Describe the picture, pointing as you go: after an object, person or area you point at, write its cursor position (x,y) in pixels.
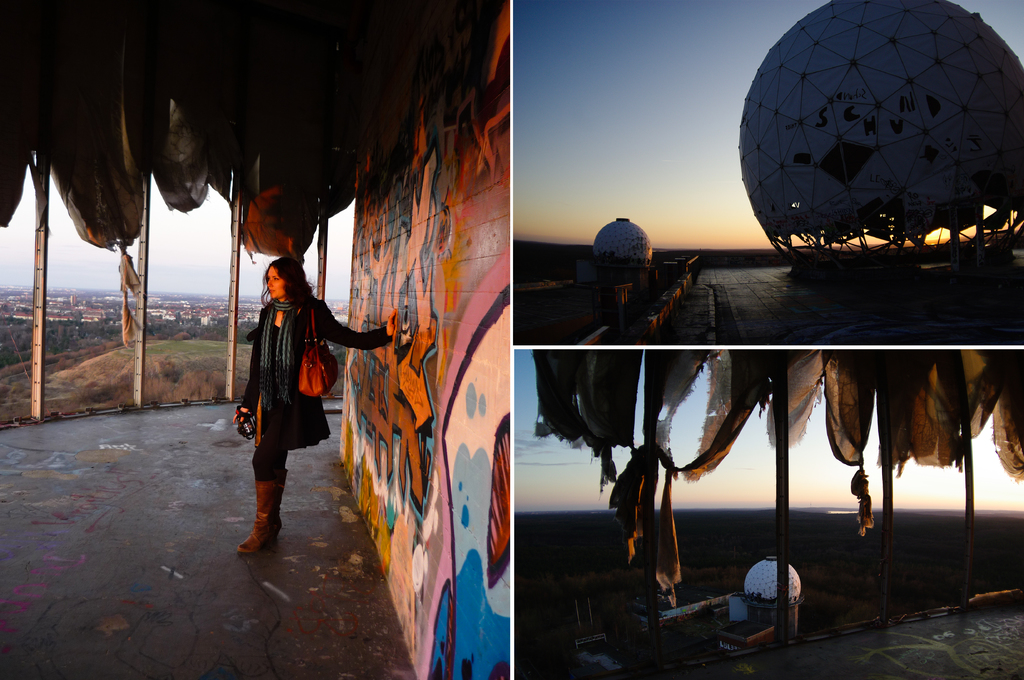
This is collage picture, On the left side of the image (326,305) there is a woman (265,386) standing and carrying a bag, we can see painting (468,285) on the wall (389,446) and poles (141,372), in the background (204,347) we can see grass (203,348), trees (148,330) and sky (193,253). In the top right side of the image (744,23) we can see domes (1013,98), wall (677,276) and sky (678,148). In the bottom right side of the image (932,457) we can see poles (777,398), curtains (672,555), dome (762,586) and sky (720,468).
